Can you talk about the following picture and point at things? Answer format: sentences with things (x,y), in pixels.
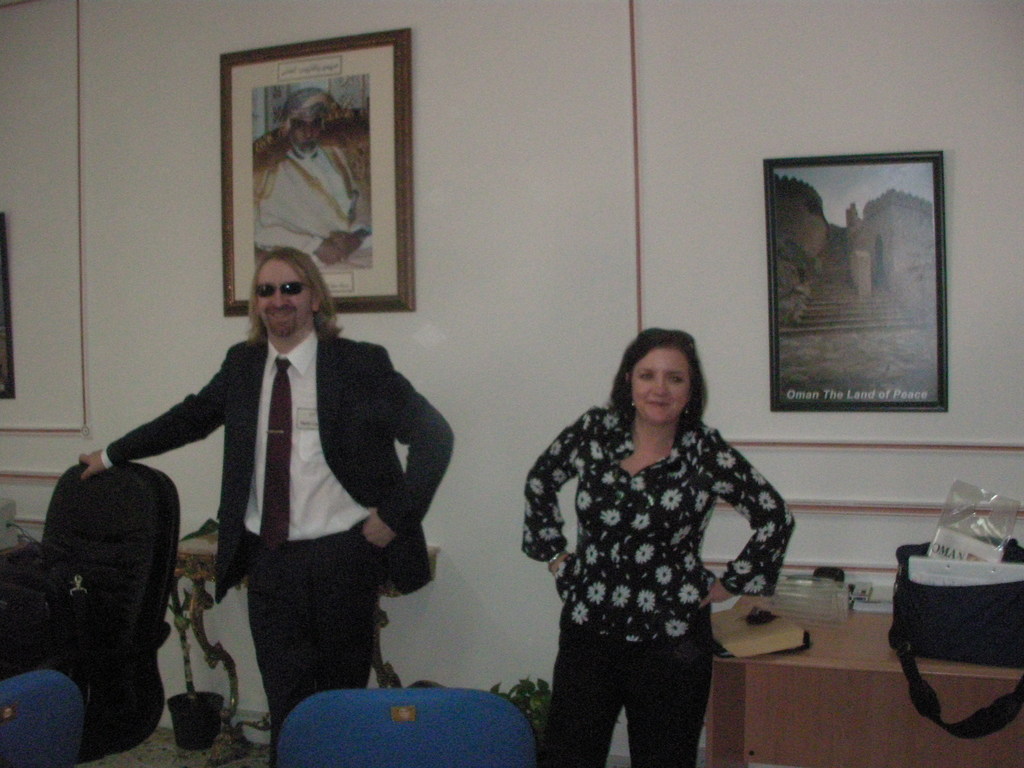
In this image I can see few persons (428,449) standing and they both are wearing black color clothes (660,547) and on the left side (159,597) I can see chairs (12,755) and on the right side (825,623) I can see a table (820,623) and bag (968,608) and paper (744,640), at the top (911,196) I can see the wall (827,554) and photo frames (872,192) attached to the wall (468,390).
